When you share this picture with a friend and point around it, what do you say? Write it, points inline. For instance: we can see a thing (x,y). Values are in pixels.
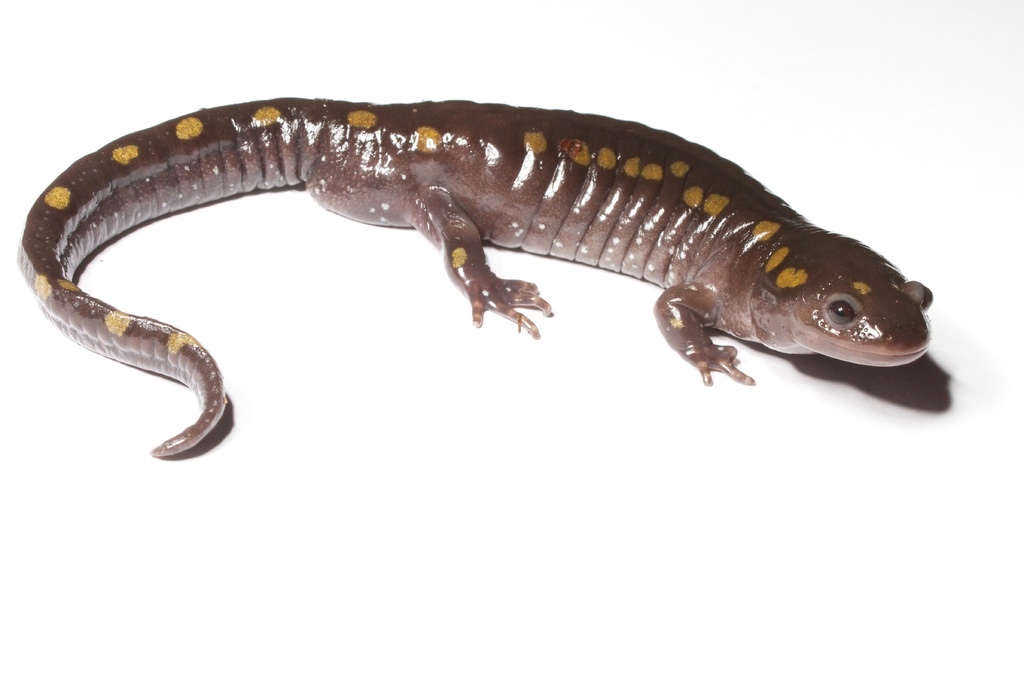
In the picture we can see a salamander (491,146) on the white color surface (513,427).
